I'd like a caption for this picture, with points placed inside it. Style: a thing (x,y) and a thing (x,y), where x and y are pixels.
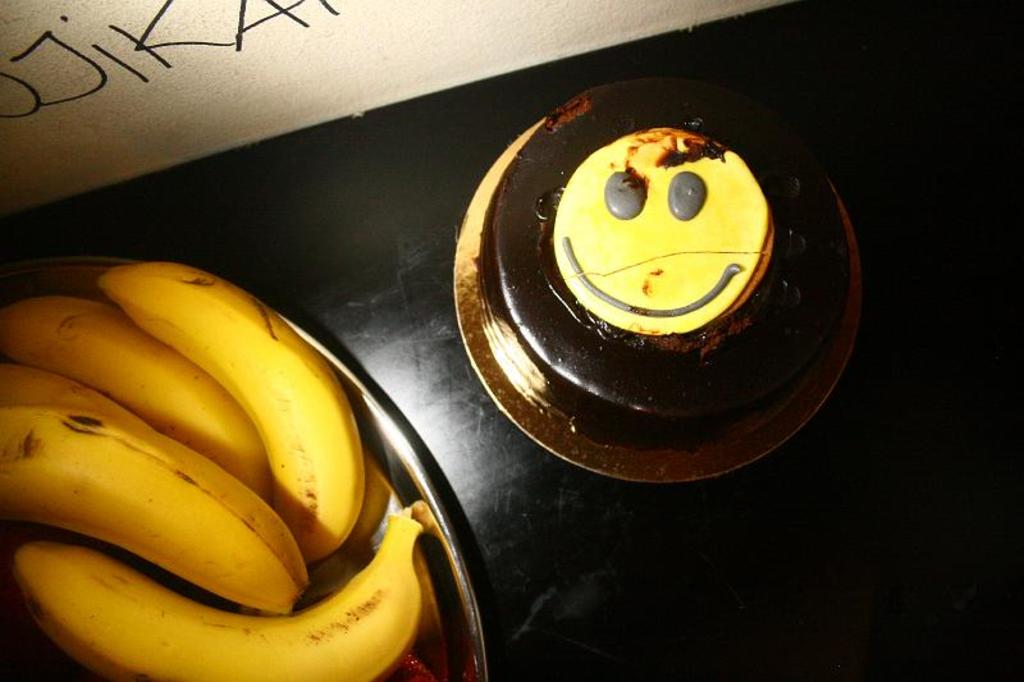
In this image I can see a table (769,564) on which a plate (455,542) which consists of bananas (239,422) and a cake (559,251) are placed. At the top (211,98) there is a wall (277,77) on which I can see some text (92,44).
